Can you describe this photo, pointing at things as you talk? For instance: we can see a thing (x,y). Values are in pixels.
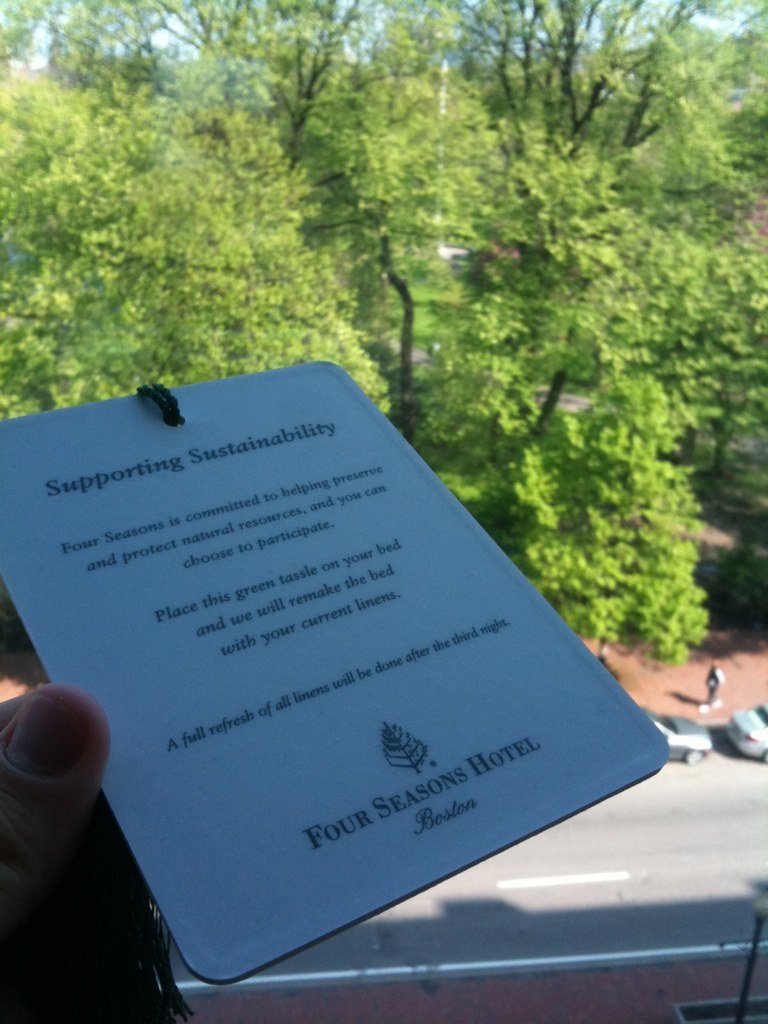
There is a paper (303,655) in the center of the image (428,664) in a hand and there are trees (614,483), vehicles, person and sky (433,39) in the background area (411,208).
